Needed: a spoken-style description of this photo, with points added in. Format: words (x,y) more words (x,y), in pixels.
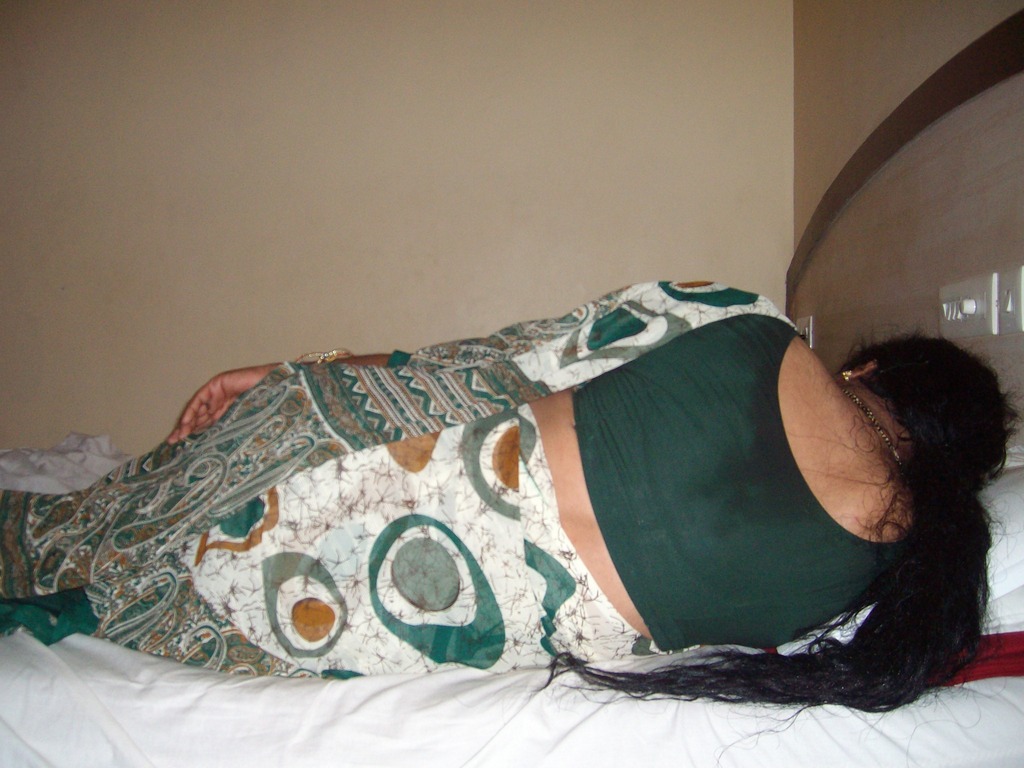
In this picture I can see in the middle (475,442) a person (563,577) is sleeping on the bed (116,682), on the right side (1004,282) there are switches (990,307), at the top (488,185) there is the wall (460,273).
